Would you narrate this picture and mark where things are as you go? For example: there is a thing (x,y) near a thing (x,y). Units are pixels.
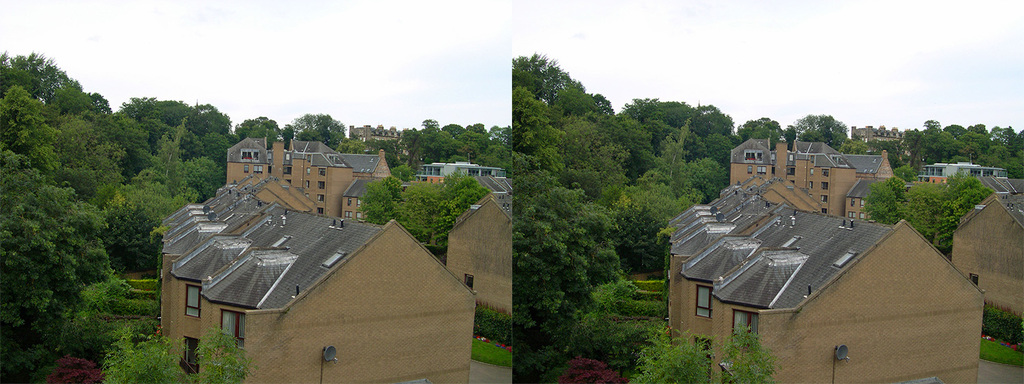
In this picture we can see an image which is a collage. These are the houses (421,254) in the middle (351,168). And there are many trees (128,164). And on the background (466,51) there is a sky (838,34).
